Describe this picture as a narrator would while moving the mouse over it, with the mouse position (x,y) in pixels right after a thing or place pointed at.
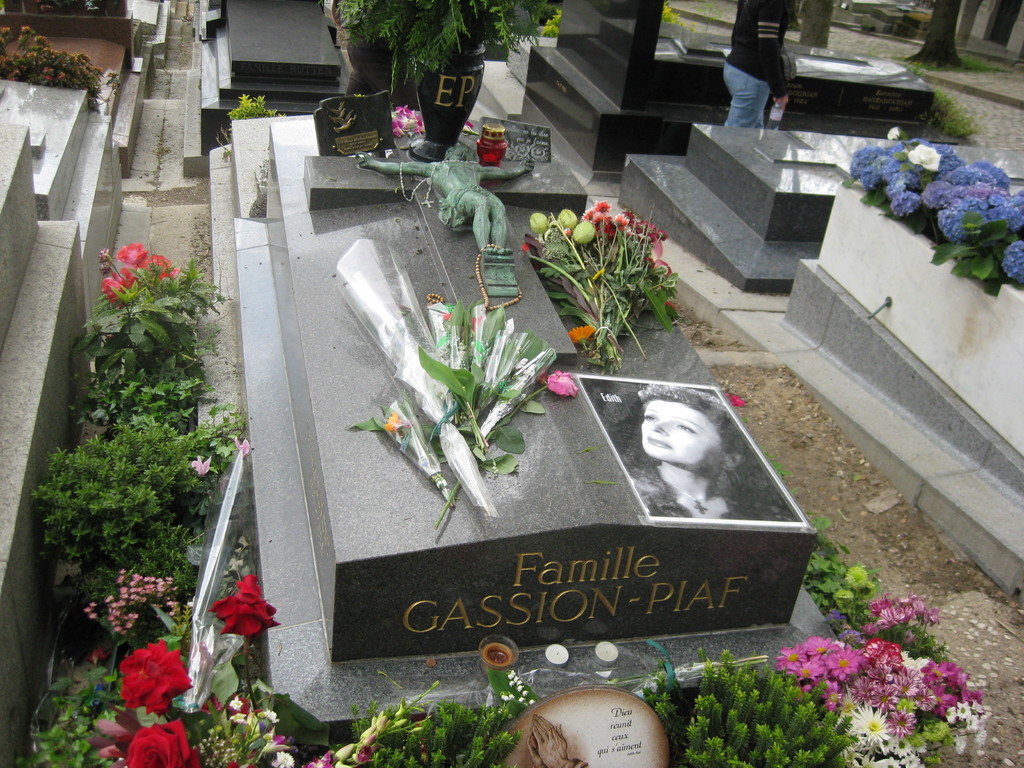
I think this picture was taken in the graveyard (804,190). Here is a person (760,121) standing. These are the plants (176,680) with the colorful flowers (139,657). I can see a bunch of flowers (590,311) and flower bouquets (434,403), which are kept on the tombstone (379,469). This looks like a photo (647,447) of a woman (701,472). I can see the names (579,596) carved on the stone (524,558). This looks like a flower vase (449,90) with a plant (444,10) in it.
